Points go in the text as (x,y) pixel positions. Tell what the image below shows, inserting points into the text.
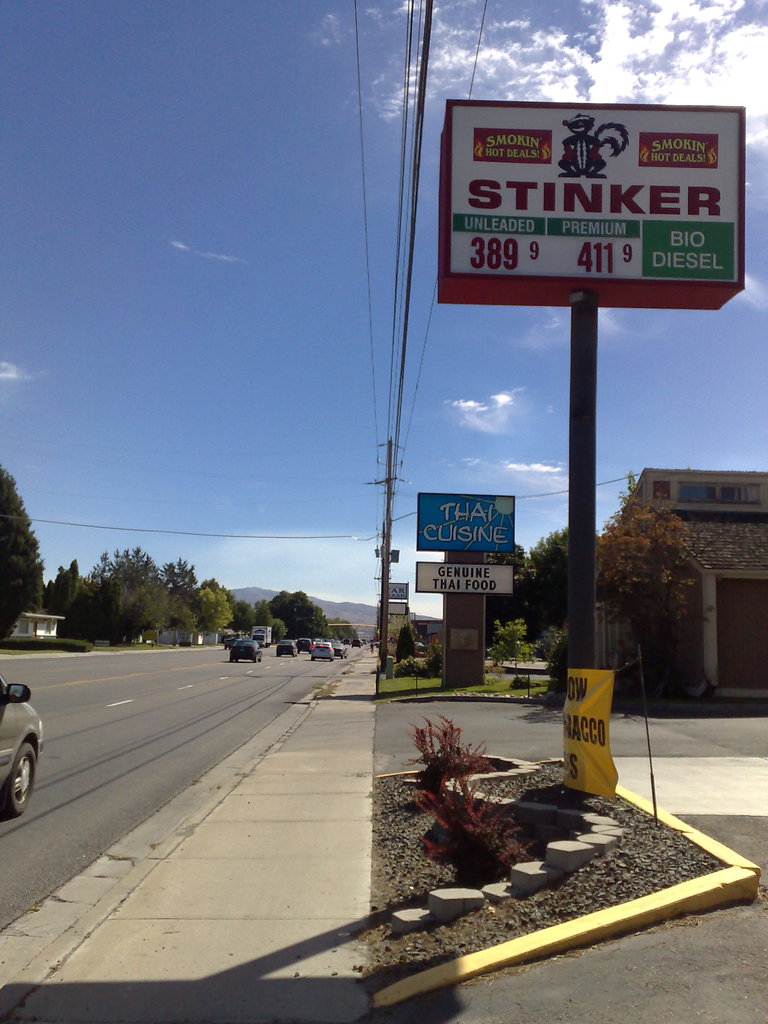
In this image there is a road (180,718) where cars (3,760) are riding, beside that there is a building (707,499), trees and some poles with boards (662,188).
